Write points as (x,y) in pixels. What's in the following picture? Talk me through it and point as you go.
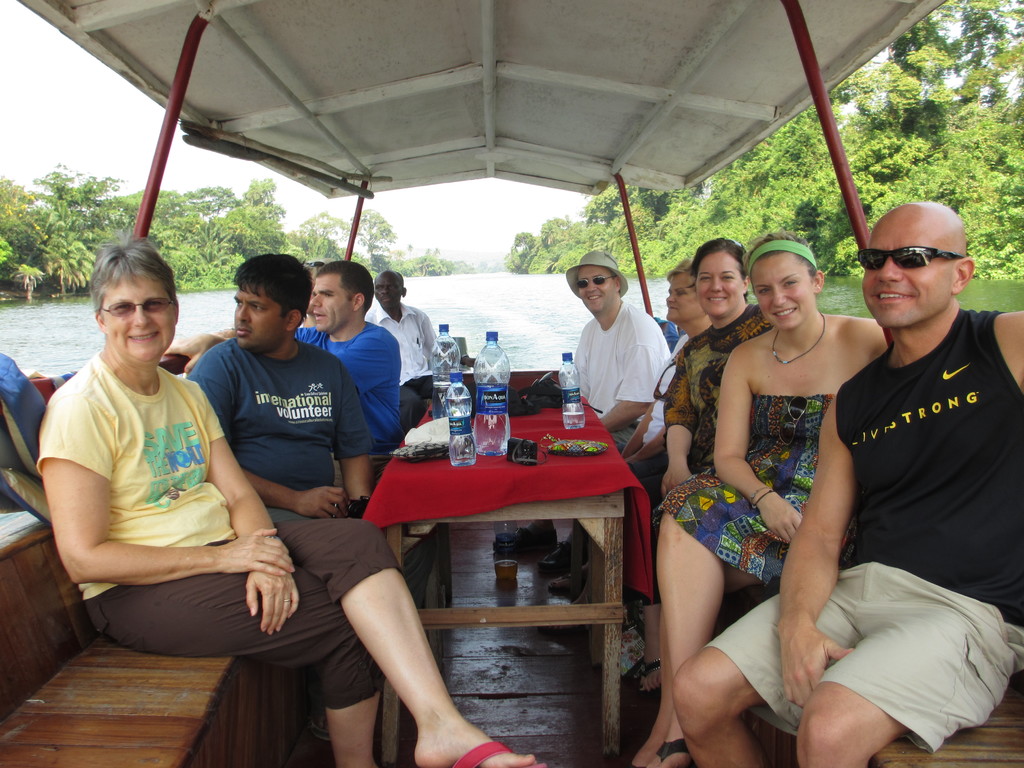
In this image there is a boat (90,682) and we can see people (405,341) sitting in the boat (117,686). There is a table (456,513) and there are bottles (453,399), mobile (532,448), wallet (557,455) and an object (431,451) placed on the table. In the background (545,316) there is water (504,283), trees (216,225) and sky (478,202).
